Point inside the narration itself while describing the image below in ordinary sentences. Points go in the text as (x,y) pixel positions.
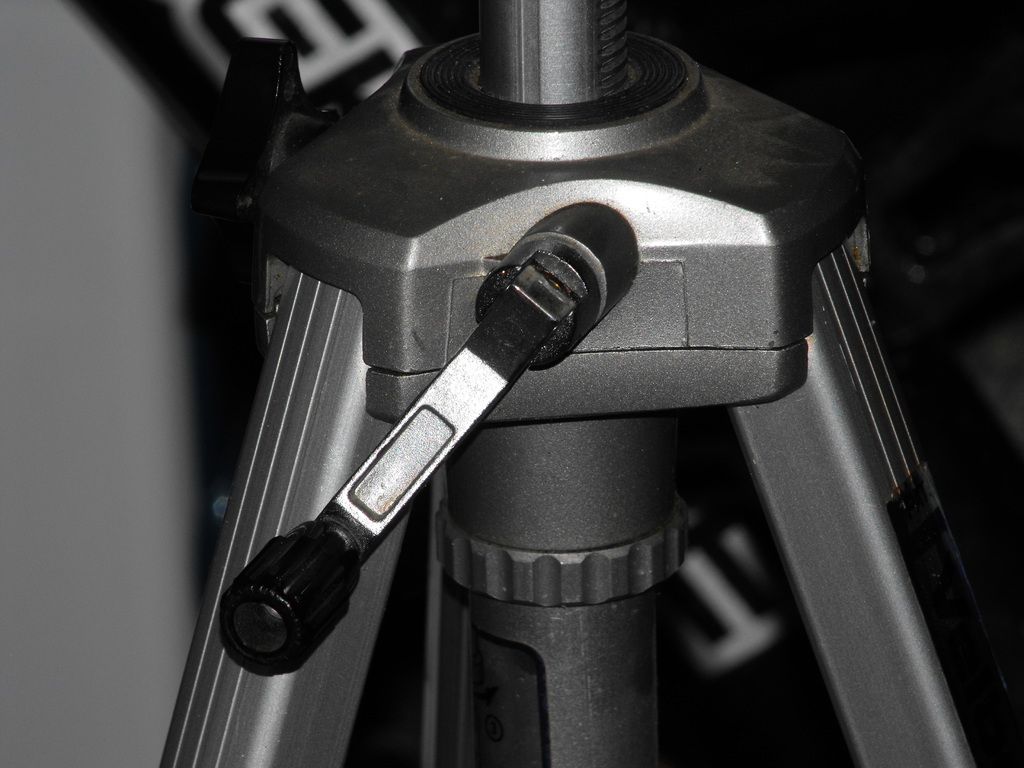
In this picture we can see a tripod stand (488,754) with a positioning handle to it and in the background (970,282) it is dark.
